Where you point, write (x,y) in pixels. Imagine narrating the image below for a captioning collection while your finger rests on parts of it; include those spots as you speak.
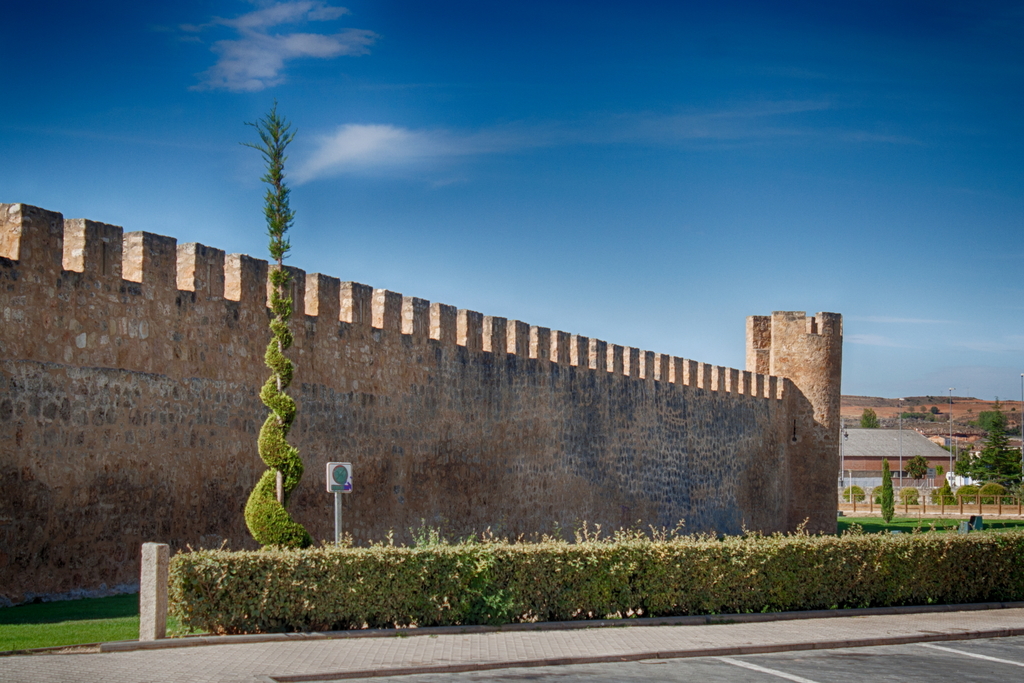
In this image we can see a tower (833,395) with a wall (482,469). We can also see some plants (248,600), a pole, a sign board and some grass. On the backside (870,461) we can see a house (877,477) with roof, some poles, a group of trees (884,492) and the sky (824,209) which looks cloudy.
